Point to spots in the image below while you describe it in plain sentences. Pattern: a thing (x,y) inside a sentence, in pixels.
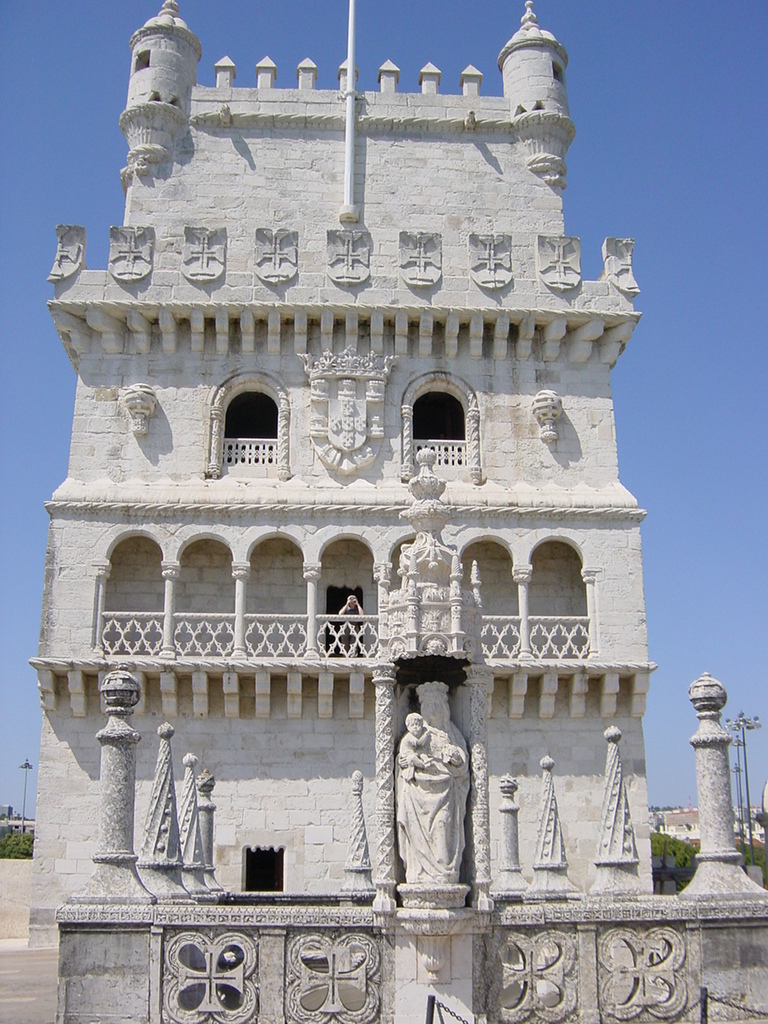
In this image we can see a building (391,642) with windows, railing (550,643), statues (433,854) and group of poles (606,848). In the background (713,400), we can see a group of trees (675,847), light poles (751,726) and the sky (623,97).
